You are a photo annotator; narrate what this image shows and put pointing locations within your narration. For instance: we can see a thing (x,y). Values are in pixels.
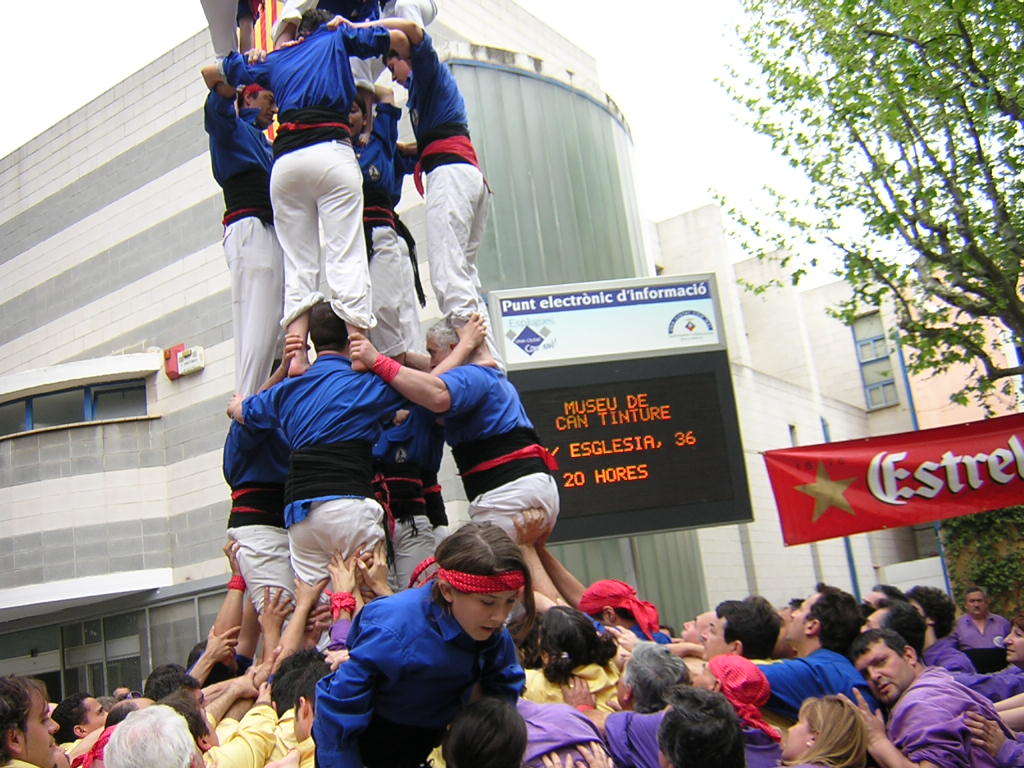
In this image, at the bottom (642,616) there is a woman (473,638), there are many people (505,675). In the middle (343,428) there are people (349,372) standing. In the background (790,505) there are posters (985,467), board (588,453), text (588,453), screen (639,467), buildings (148,323), tree (937,173), sky (672,188).
